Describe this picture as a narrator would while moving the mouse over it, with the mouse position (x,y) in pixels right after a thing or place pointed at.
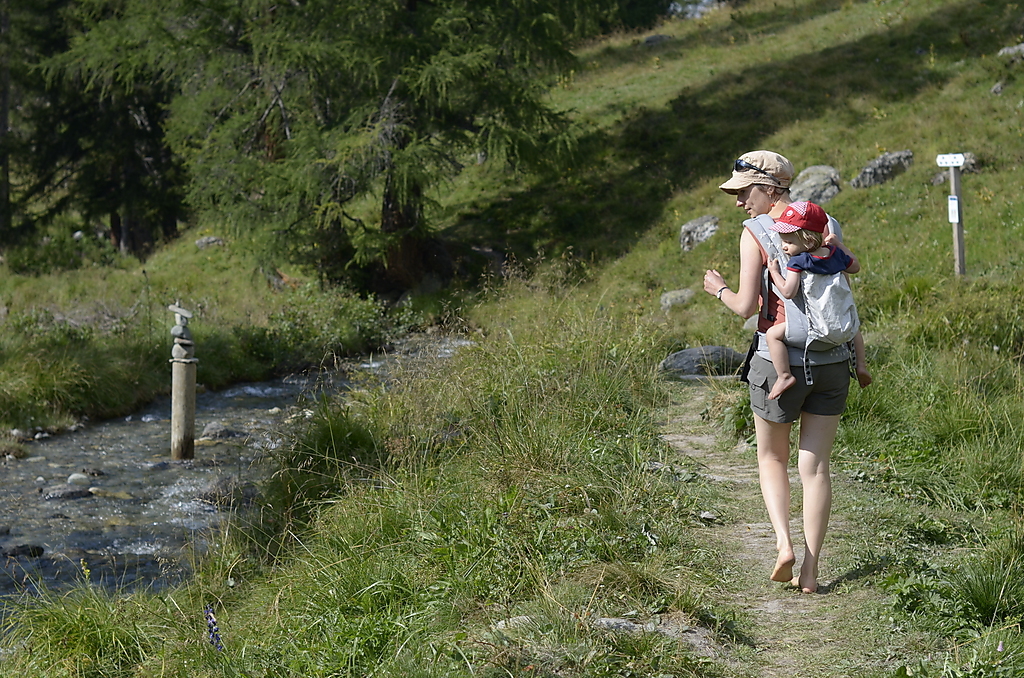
In this image I can see the two people (783,360) with different color dresses (763,318) and caps (727,184). On both sides I can see the grass (513,499) and the poles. To the left (181,515) I can see the water (177,498). In the background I can see the trees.
